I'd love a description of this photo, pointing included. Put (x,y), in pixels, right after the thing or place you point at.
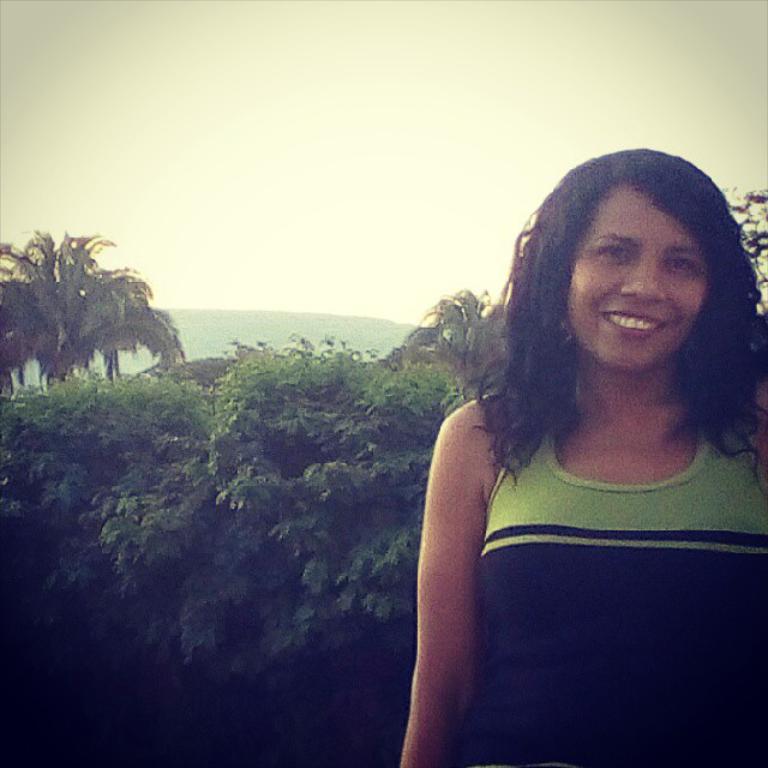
In the foreground of the image (532,364) there is a lady (545,392). In the background of the image (84,393) there are plants (37,538), trees (123,336), mountains (249,331), sky (275,124).
